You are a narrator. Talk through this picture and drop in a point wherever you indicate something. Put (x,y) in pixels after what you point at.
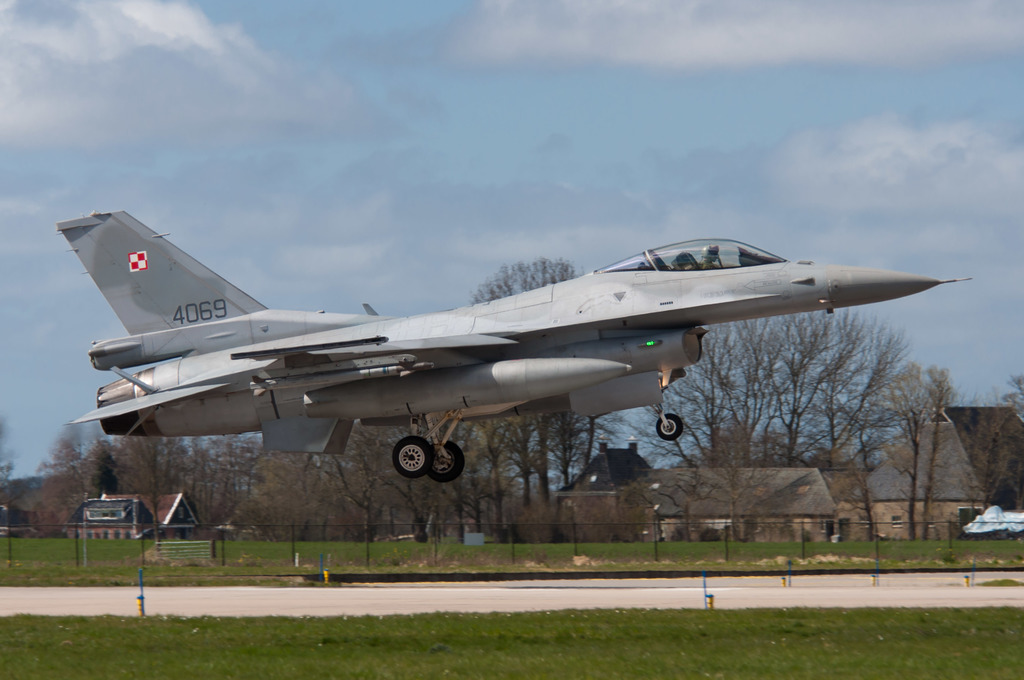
An aeroplane (131,303) is flying in the sky (447,283). Below that there is grass (541,546), fencing (544,558), trees (874,445) and buildings (927,452) at the back (853,448).
